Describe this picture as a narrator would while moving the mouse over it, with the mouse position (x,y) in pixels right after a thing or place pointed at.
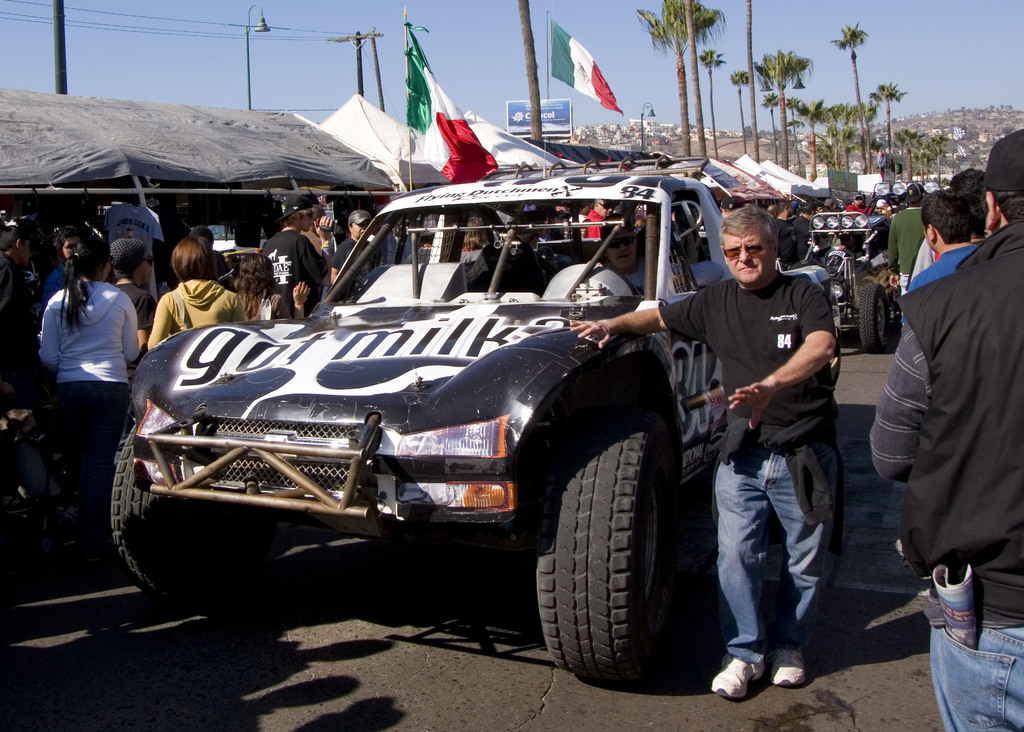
In this image, we can see so many peoples (924,328). Few are standing outside and few are sat inside the vehicle (661,273). There are few vehicles (665,279) are on the road (331,676). The background (936,136), we can see tents (397,128), flags (956,133), trees (908,136), mountain (950,116), pole (248,32), light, wires (223,32) and sky (427,35), board (528,108).
